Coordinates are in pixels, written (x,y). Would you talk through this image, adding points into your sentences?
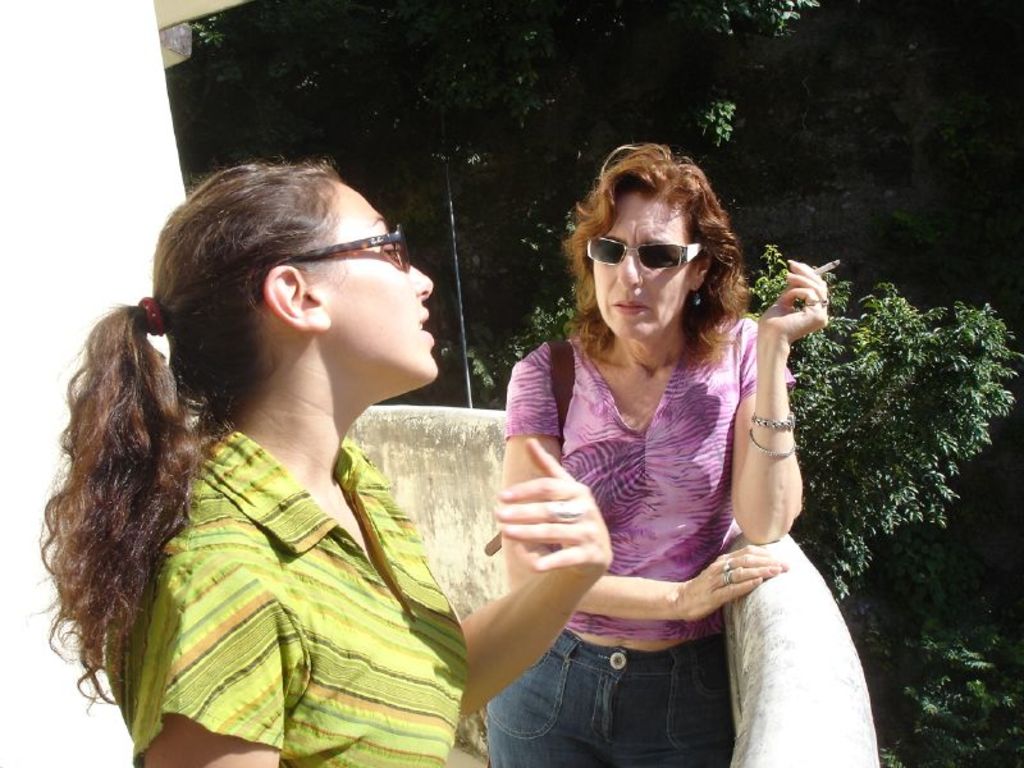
In this image in front (201,512) there are two people (659,461) standing in the building (797,689). In the background (887,543) there are trees (868,536).
